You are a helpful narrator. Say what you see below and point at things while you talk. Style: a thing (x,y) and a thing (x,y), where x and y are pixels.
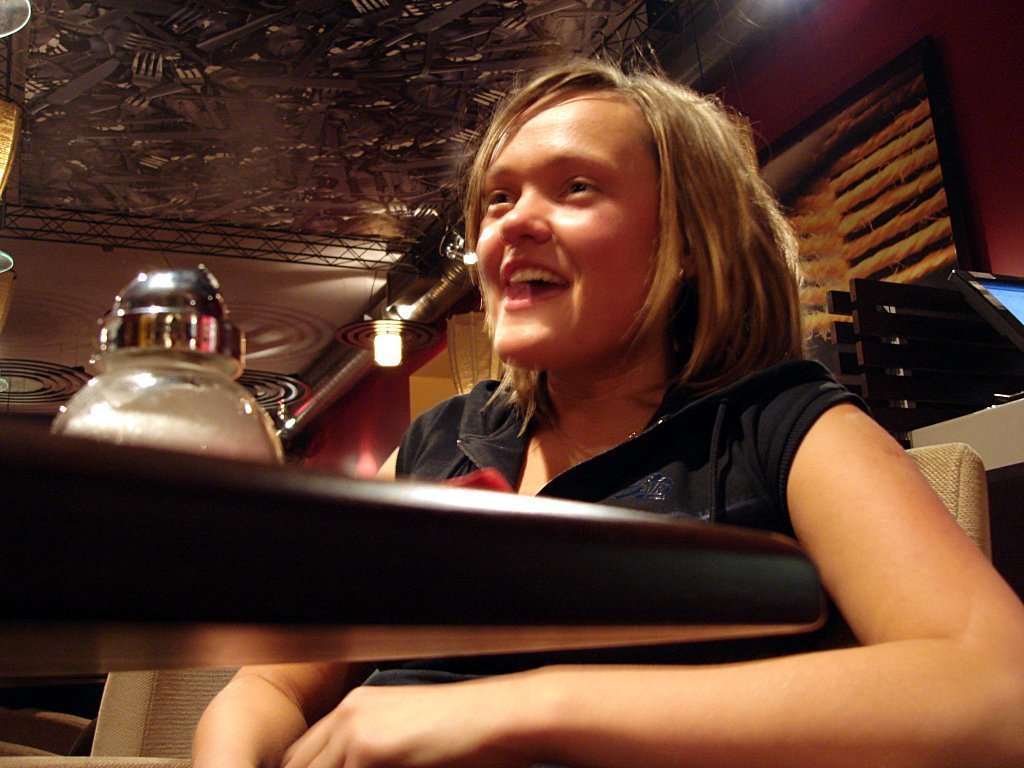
In this image in the foreground (726,477) there is a woman (729,493), who is sitting on chair (175,710), in front of her there is a table (59,435), on which there is an object (183,305) visible, at the top (150,104) there is a roof (497,85), there are some lights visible in the middle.
